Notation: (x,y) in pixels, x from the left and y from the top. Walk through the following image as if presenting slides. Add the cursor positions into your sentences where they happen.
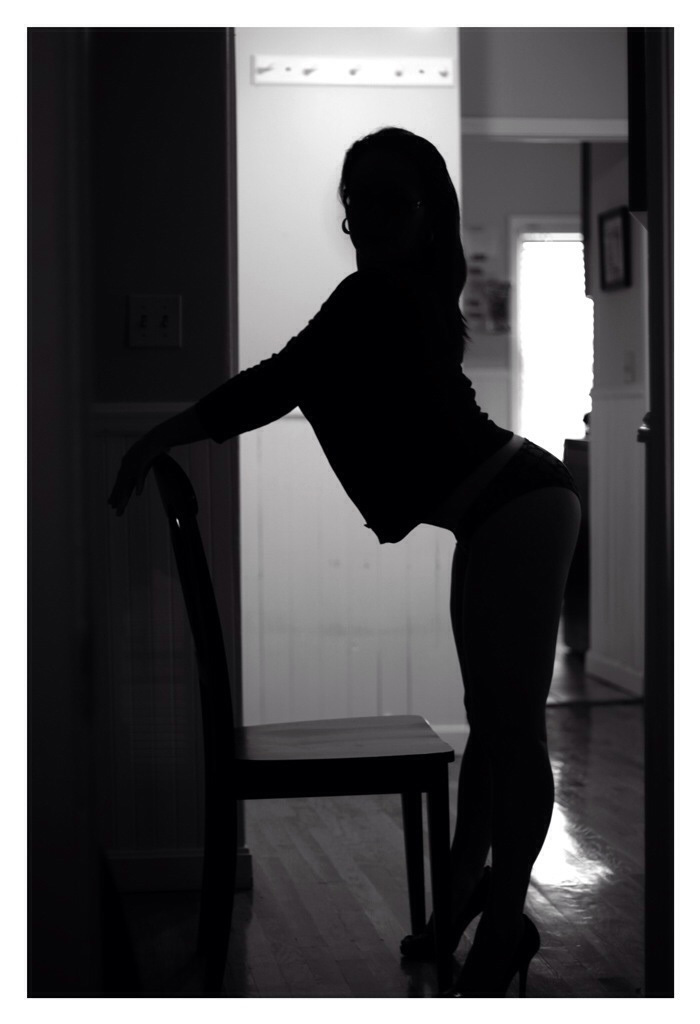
In this image I can see a person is standing next to a chair (437,733).
